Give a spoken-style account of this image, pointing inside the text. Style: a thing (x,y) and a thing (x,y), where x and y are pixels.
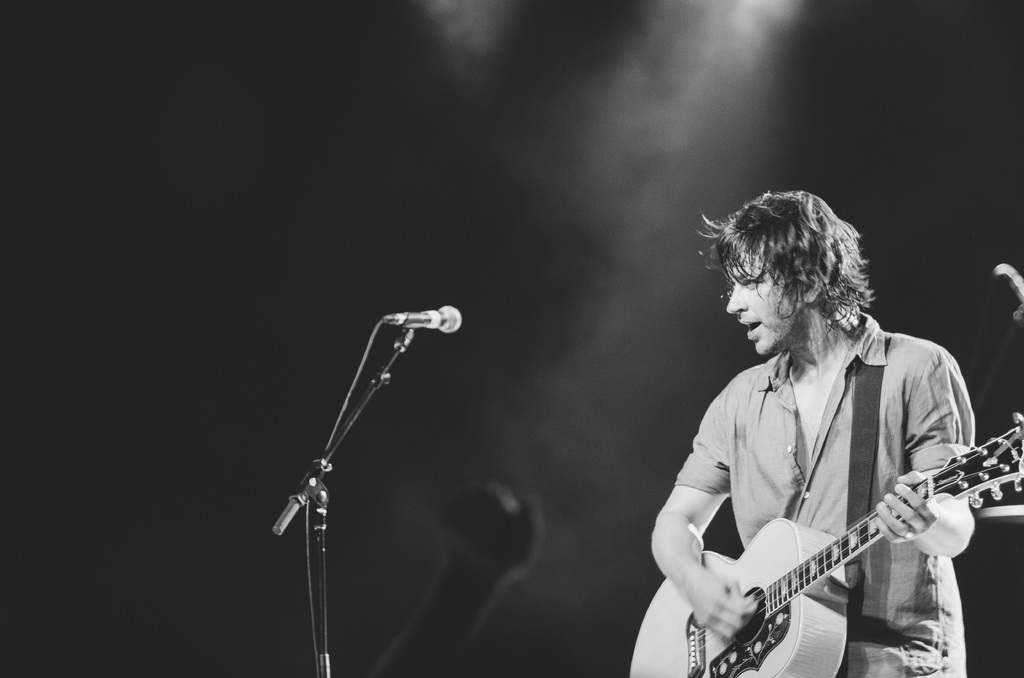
In the middle of the image (391,321) there is a microphone (449,319). Bottom right side of the image (745,566) a man (812,338) is playing guitar (679,651).
